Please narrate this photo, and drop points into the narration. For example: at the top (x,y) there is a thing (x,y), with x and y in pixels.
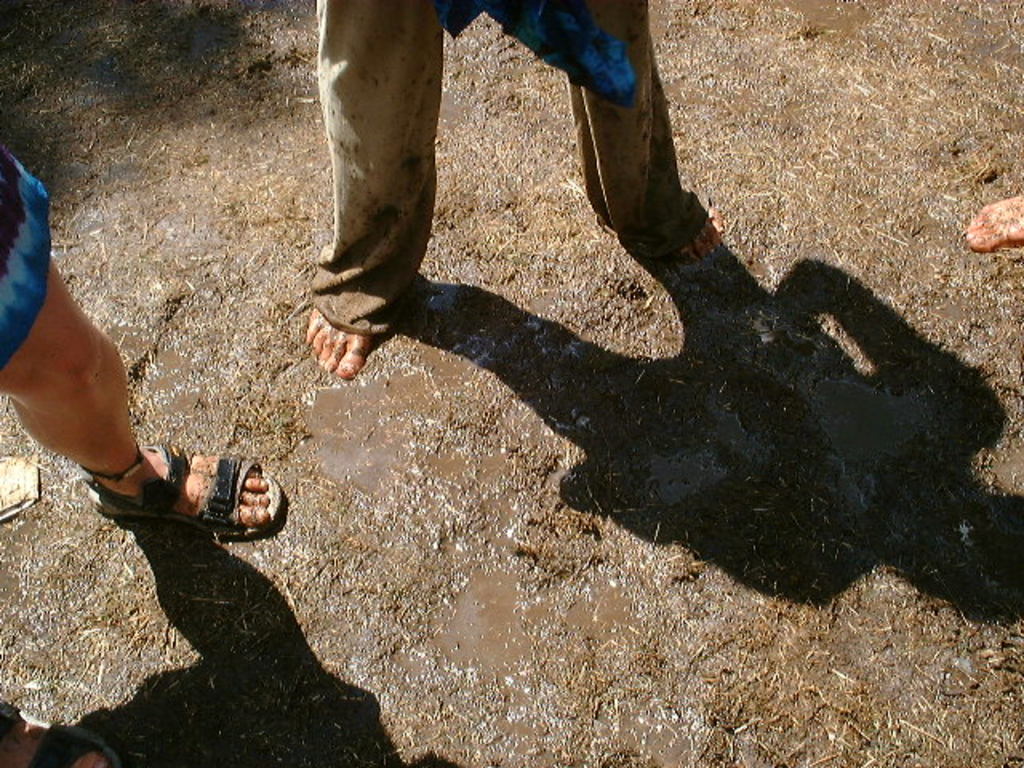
In this image we can see three person (351,232) are standing on the muddy surface (663,533).
